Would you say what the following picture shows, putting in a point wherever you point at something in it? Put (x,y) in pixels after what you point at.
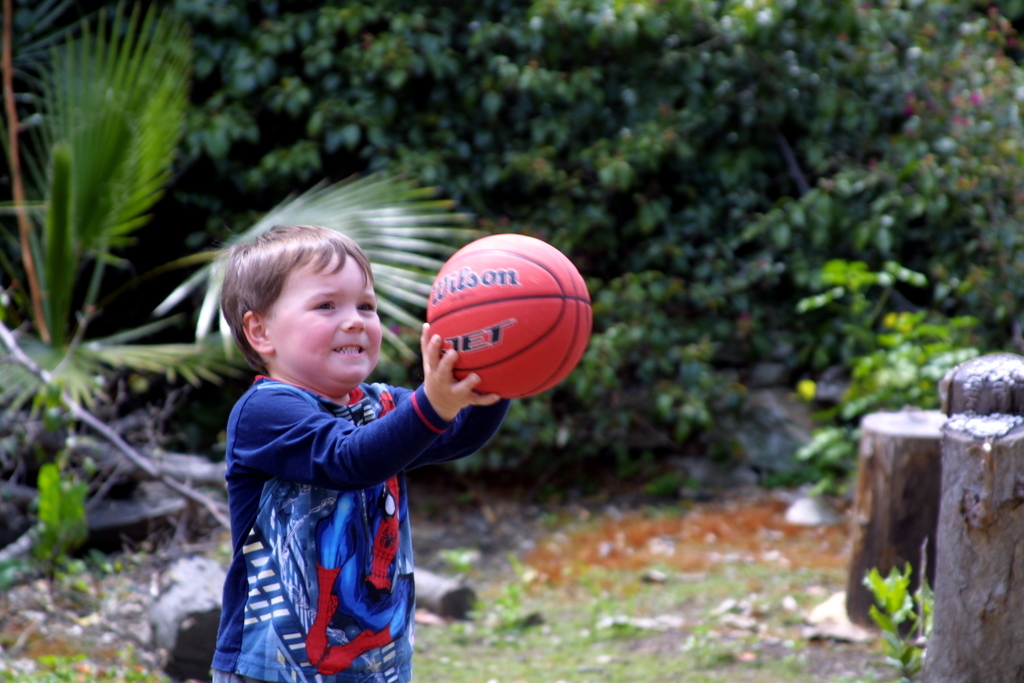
In this image I can see a boy (425,430) is holding a ball (452,277), I can also see he is wearing blue t-shirt (302,529). In the background (560,147) I can see few trees (496,151).
